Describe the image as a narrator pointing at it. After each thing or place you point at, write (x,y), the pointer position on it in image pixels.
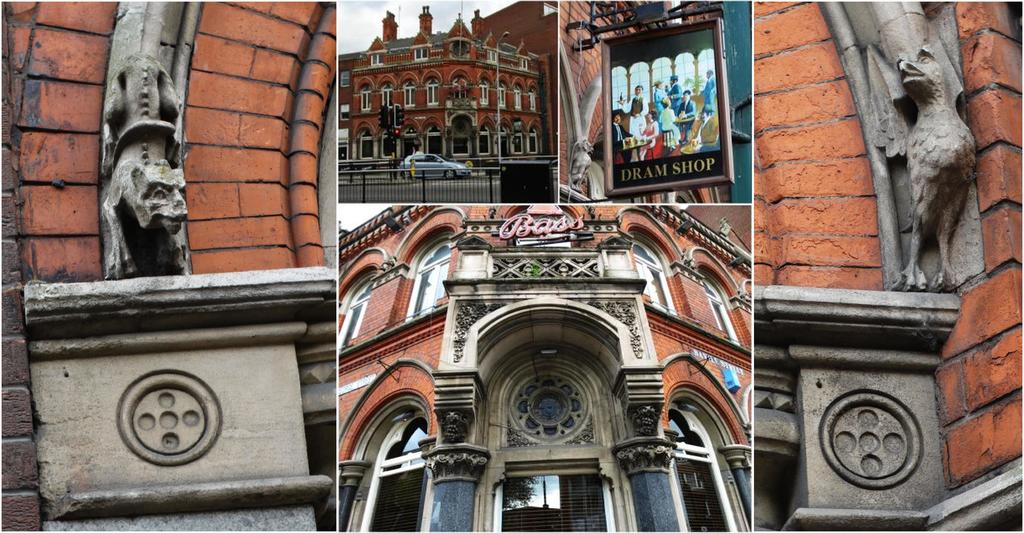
This is a collage image. In this image I can see the building (425,293) which is in brown and grey color. I can see the boards (635,182) attached to the building (594,89). In-front of the building (414,125) I can see the car (449,168) on the road (401,193) and there is a railing (340,190). I can see the statue (878,127) to the building (851,207). At the back of the building (386,65) I can see the sky (355,35).
